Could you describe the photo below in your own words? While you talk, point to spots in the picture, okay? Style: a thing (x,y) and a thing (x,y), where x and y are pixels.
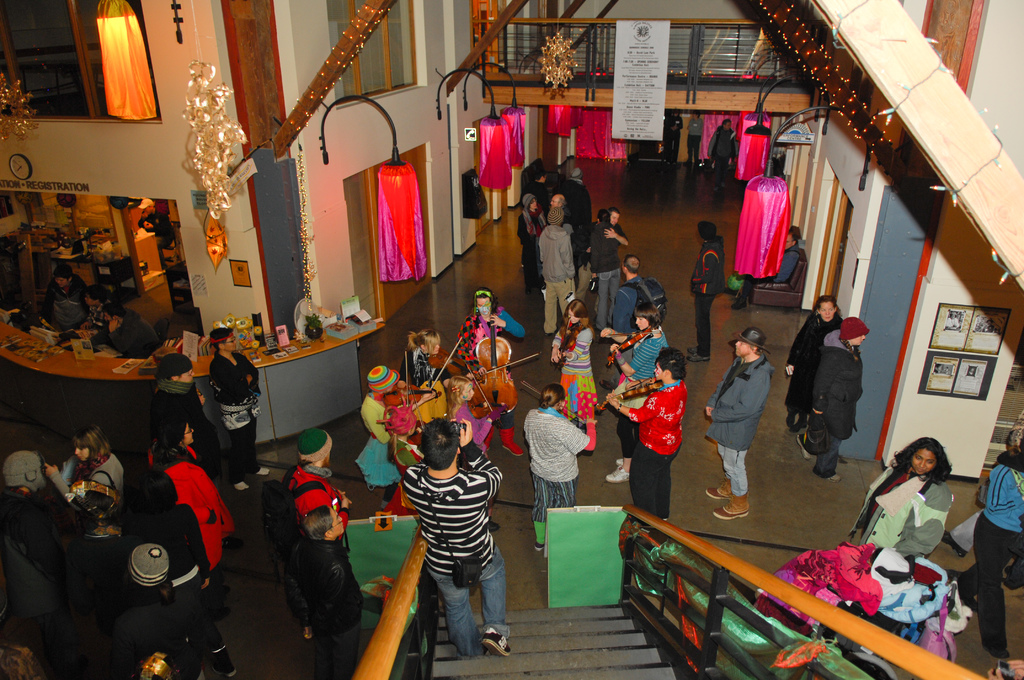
This picture is clicked inside the hall (945,568). In the foreground (595,675) we can see a person (499,593) wearing sling bag (462,577), holding an object (453,428) and going down the stairs (624,636) and we can see the handrails (858,633), group of persons (1020,509), we can see the objects (491,116) hanging on the wall (839,136), we can see the picture frames (960,319) hanging on the wall (983,290) and we can see the text (648,78) on the banner (647,48), hanging on the railing (698,18) and we can see the decoration lights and there are some objects (334,330) placed on the top of the counter (62,357) and we can see the group of persons (111,310) seems to be sitting and we can see the group of persons (465,349) standing and seems to be playing violin (657,383) and we can see many other objects (254,100).
